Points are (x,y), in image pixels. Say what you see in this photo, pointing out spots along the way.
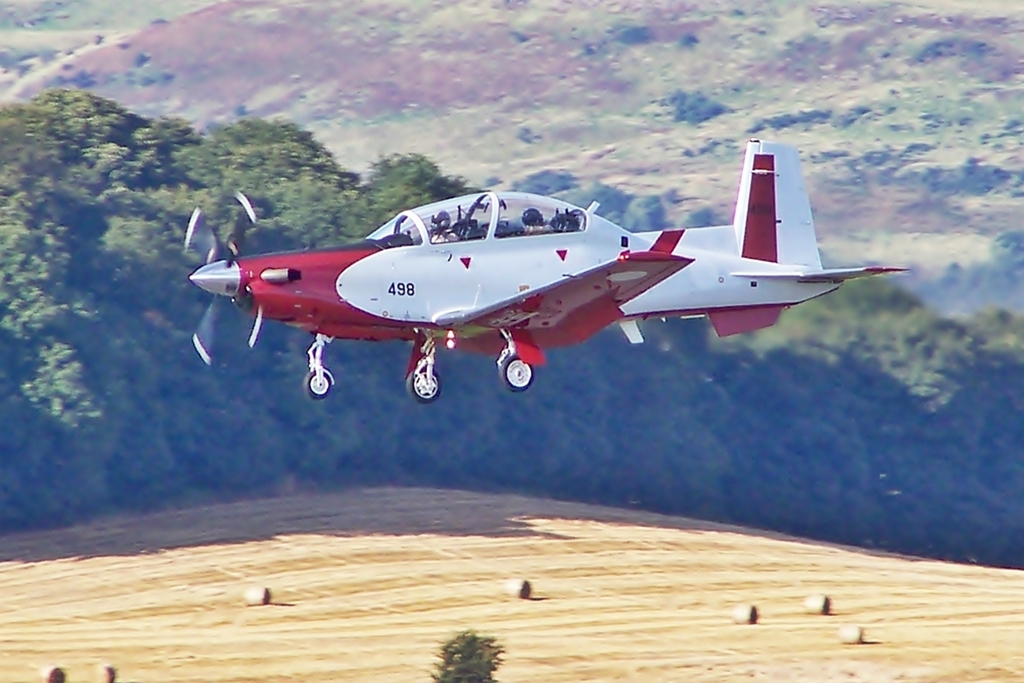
In this image I can see an aircraft (273,299) which is red and white in color is flying in the air. I can see few persons (538,231) in the aircraft (495,235). In the background (366,573) I can see the ground (367,553), few trees (217,349) which are green in color and few objects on the ground (623,603).
